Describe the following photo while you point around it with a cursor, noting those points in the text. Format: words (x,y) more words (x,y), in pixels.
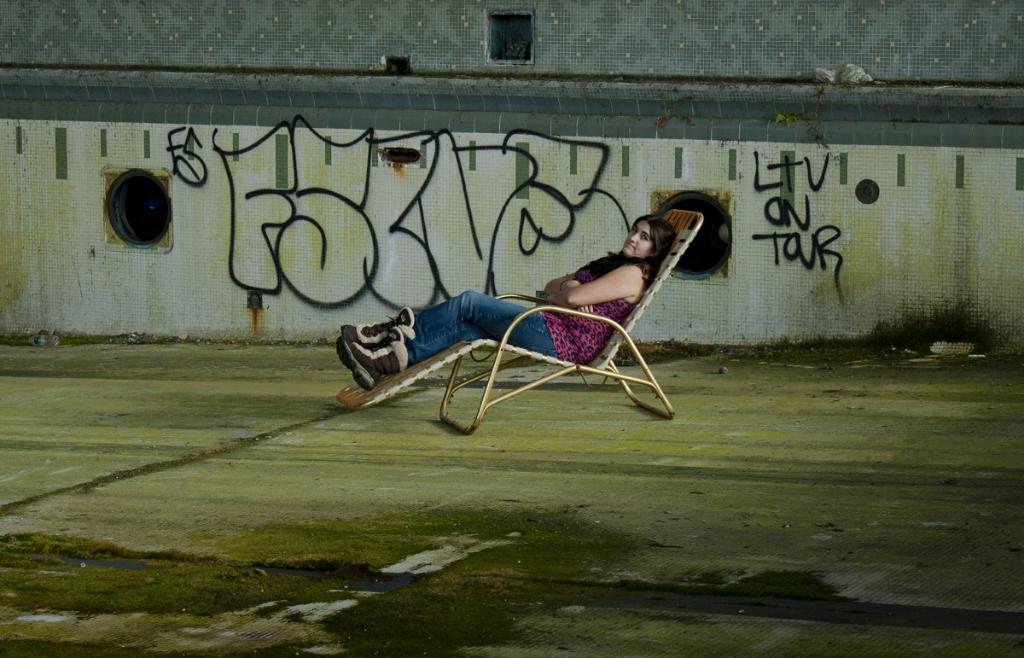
As we can see in the image there is a wall (308,248) and a woman (464,301) sitting on chair (604,350).
